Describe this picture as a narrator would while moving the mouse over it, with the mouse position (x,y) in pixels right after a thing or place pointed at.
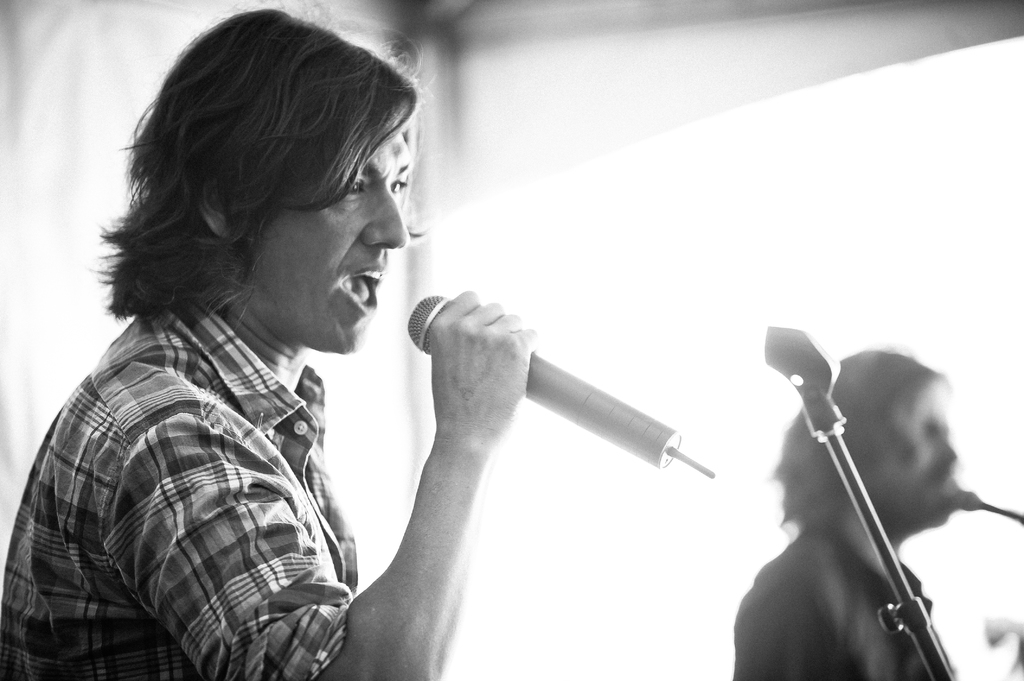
It is a black and white picture. On the left side of the image (205,646) we can see one person (433,571) is standing and he is holding a microphone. In front of him, we can see one stand (916,616). On the right side of the image (858,636) we can see one person (865,633) is standing. In front of him, we can see one object (1006,513). In the background (658,366), we can see it is blurred.
